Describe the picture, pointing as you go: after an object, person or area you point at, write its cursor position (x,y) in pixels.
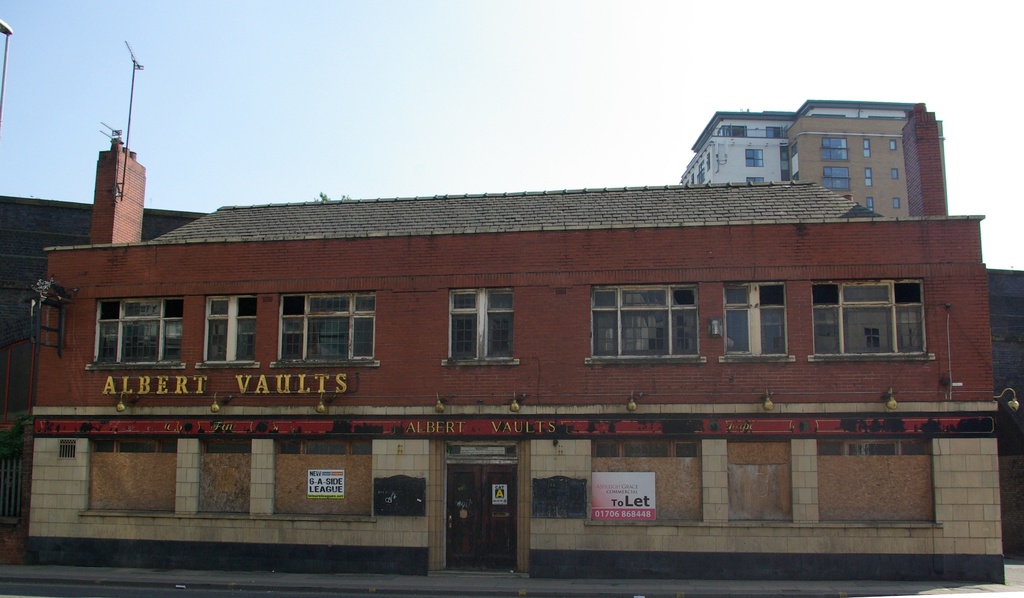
In this image there is a building (423,381). There is text (182,390) on the walls (292,388) of the building (415,399). There are boards (552,487) with text (626,500) on the wall (658,544). In the background (21,214) there are poles (11,36) and buildings (758,144). At the top (413,50) there is the sky (468,39).
